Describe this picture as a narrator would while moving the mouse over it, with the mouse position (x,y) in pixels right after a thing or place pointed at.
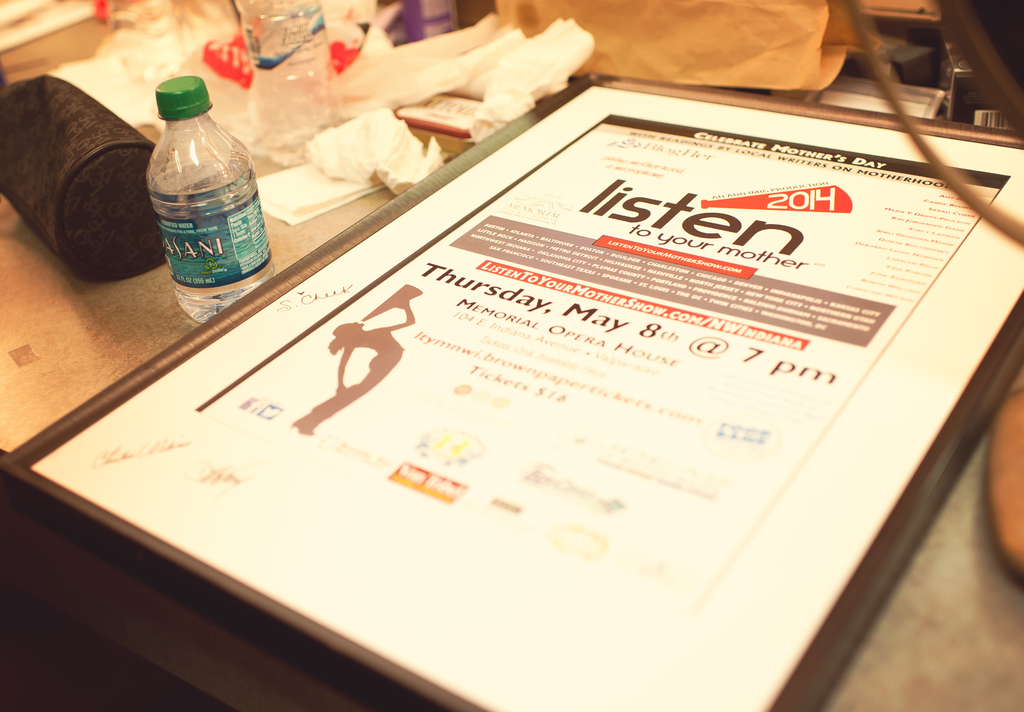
There is a table (108,337) which has a invitation (452,356), water bottle (236,221) and some other objects (268,69) on it.
